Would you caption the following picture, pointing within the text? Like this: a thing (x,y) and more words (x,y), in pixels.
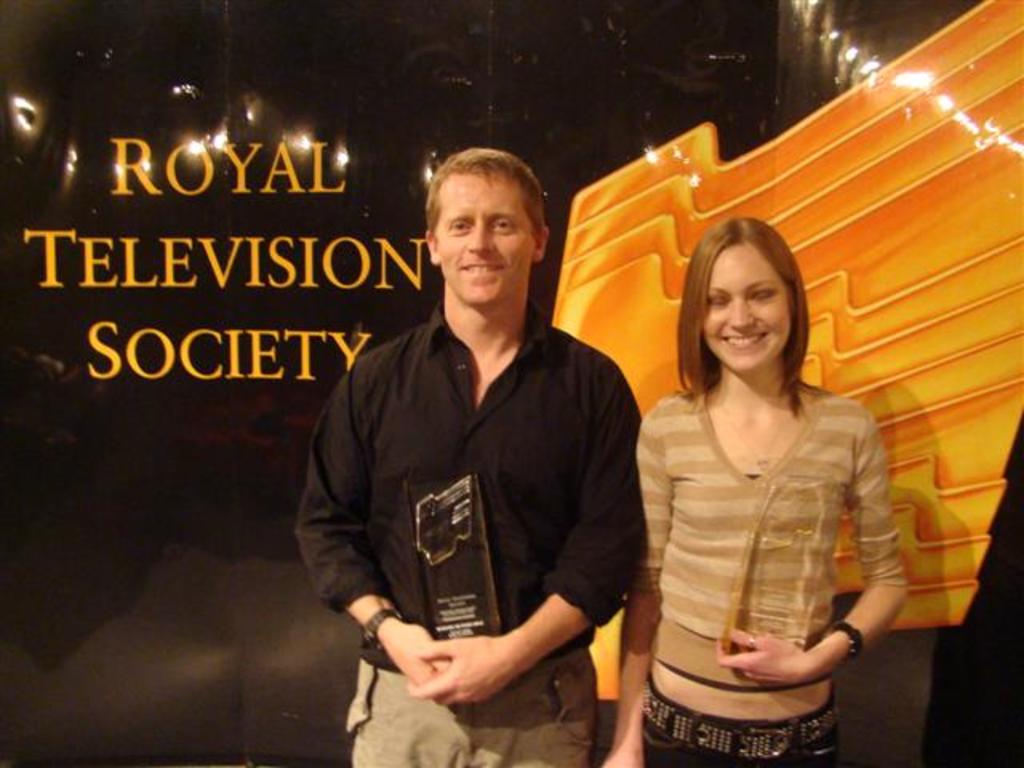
In this image I can see two people (404,504) with black and brown color dresses (377,579) and these people (371,652) are holding the crystal awards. In the background (379,255) I can see the board (268,172) and something is written on it.
